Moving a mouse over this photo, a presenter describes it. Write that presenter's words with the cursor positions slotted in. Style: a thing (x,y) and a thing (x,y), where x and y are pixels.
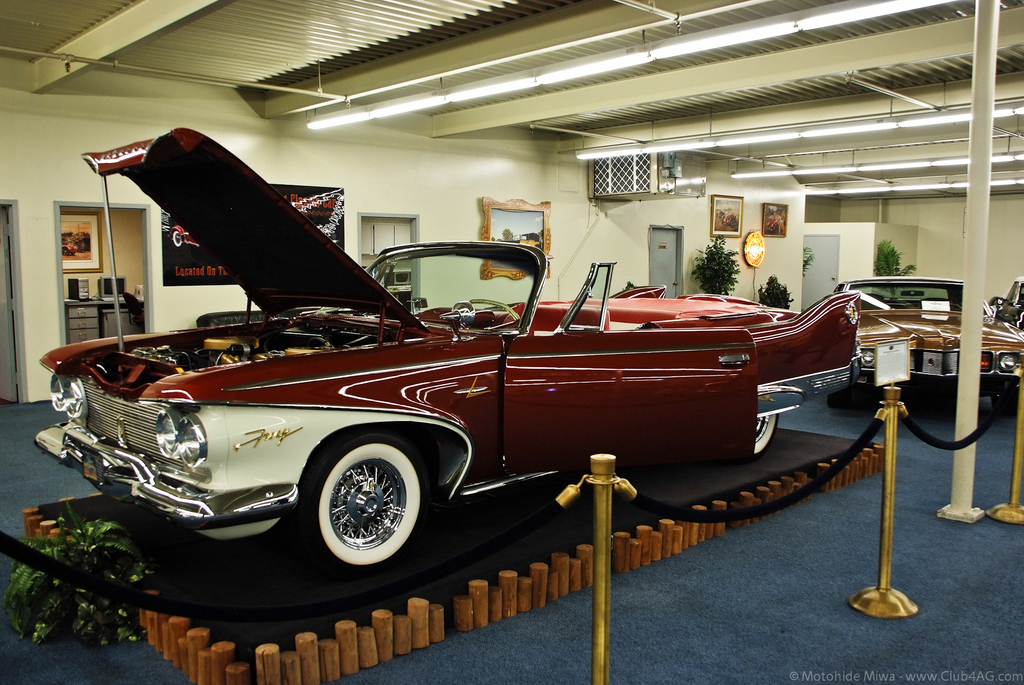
In this image there is a car (294,342) on the floor (26,679). It is surrounded by the fence (518,590). Right side (962,364) there is a pole (970,351). Behind there are few vehicles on the floor (933,430). Behind there are few plants (807,264). Few picture frames (732,233) are attached to the wall (613,253) having few doors (96,280). Left side (61,331) there is a door (147,260). Behind it there is a table (82,300) having a monitor (124,283) and CPU (76,288) on it. Top of the image (315,129) few lights (885,4) are attached to the roof (535,47).
